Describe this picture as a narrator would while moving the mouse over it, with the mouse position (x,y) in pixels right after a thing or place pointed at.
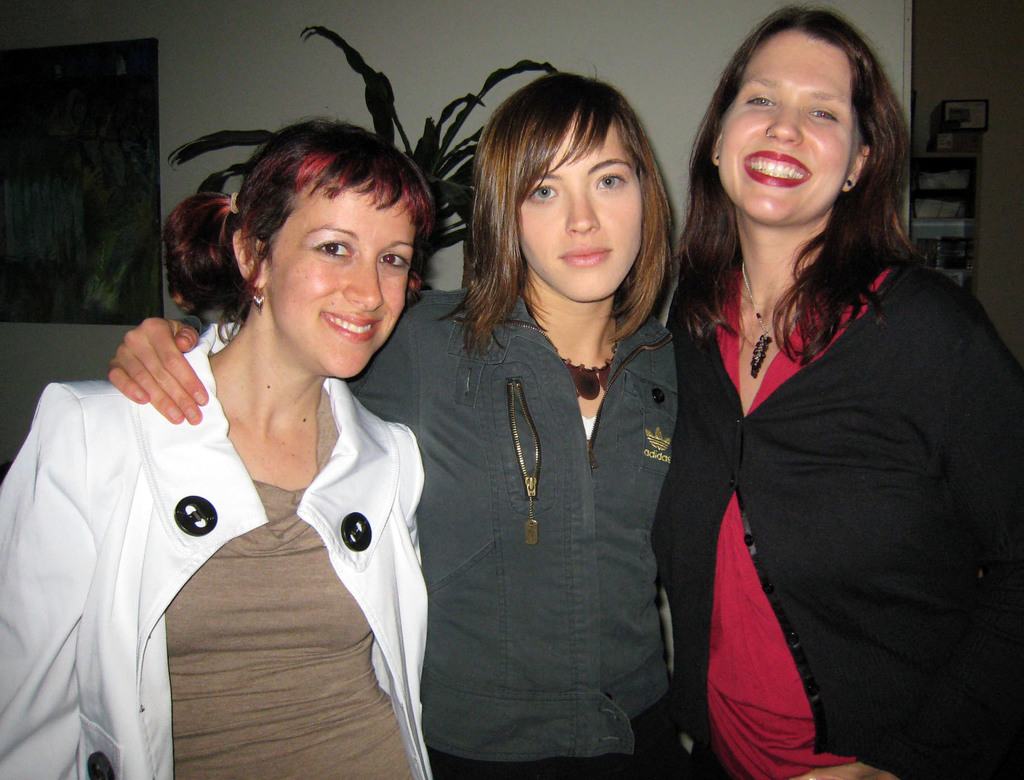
There are three ladies (580,480) standing. In the back (443,181) there is a plant (433,138). Also there is a photo frame (69,147) on the wall (182,125).
